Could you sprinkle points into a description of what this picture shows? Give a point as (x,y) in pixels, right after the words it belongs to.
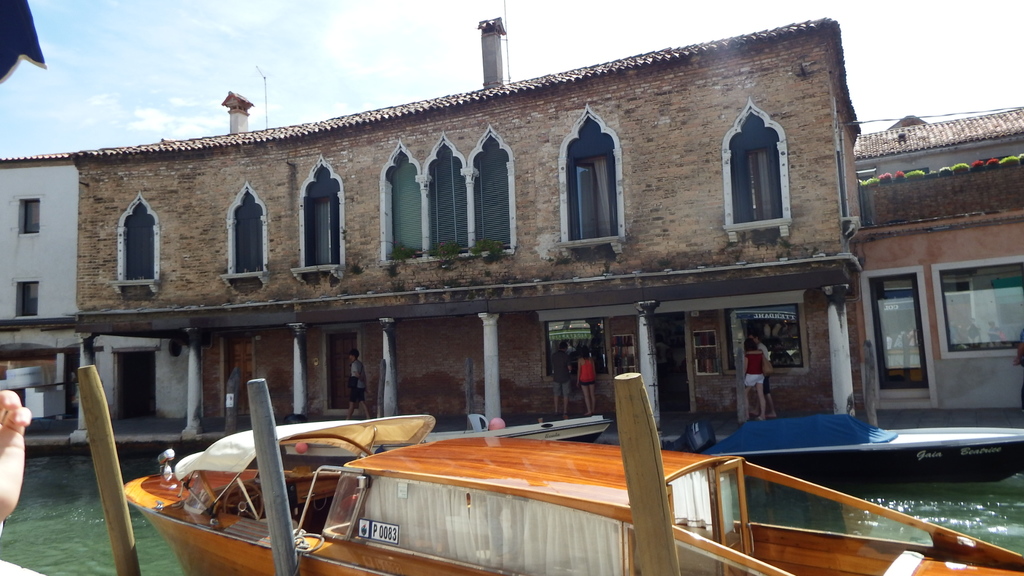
In the foreground (546,538) I can see boats (485,525) in the water (94,460). In the background (526,379) I can see buildings (549,321), pillars (300,371), group of people (565,348) on the road (912,421), windows (964,337), door (923,366), houseplants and the sky (475,43). This image is taken, may be during a day.
